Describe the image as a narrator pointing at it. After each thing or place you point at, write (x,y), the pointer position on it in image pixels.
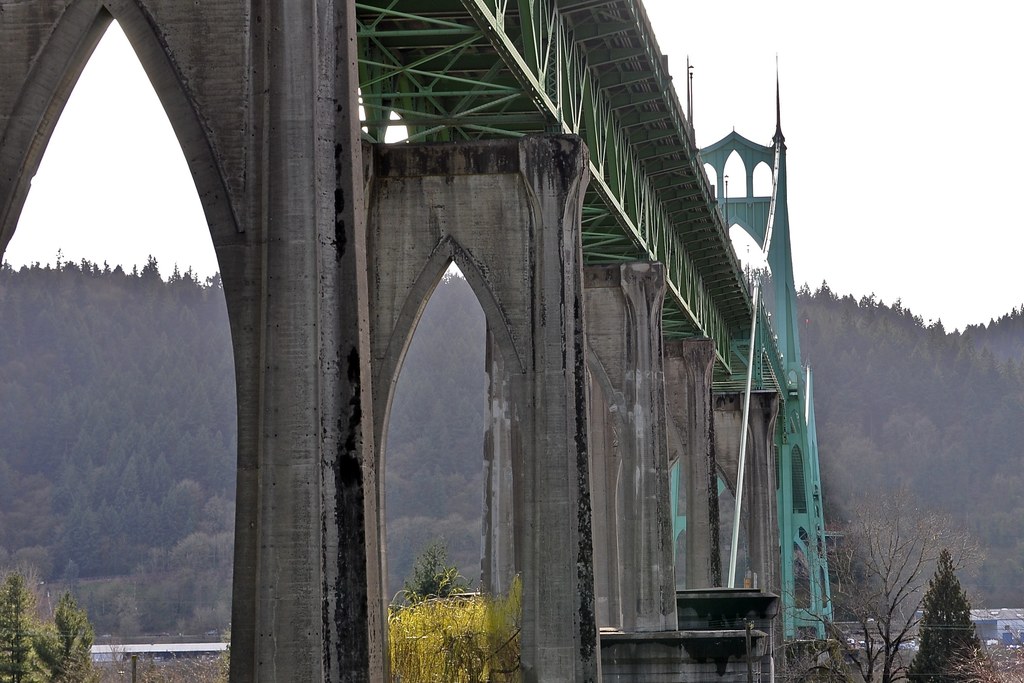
In this picture in the front (409,340) there is a bridge (569,296) and there are plants (962,645). In the background (889,416) there are trees (889,416) and the sky (861,138) is cloudy. In the bottom corners there are buildings (99,658).
